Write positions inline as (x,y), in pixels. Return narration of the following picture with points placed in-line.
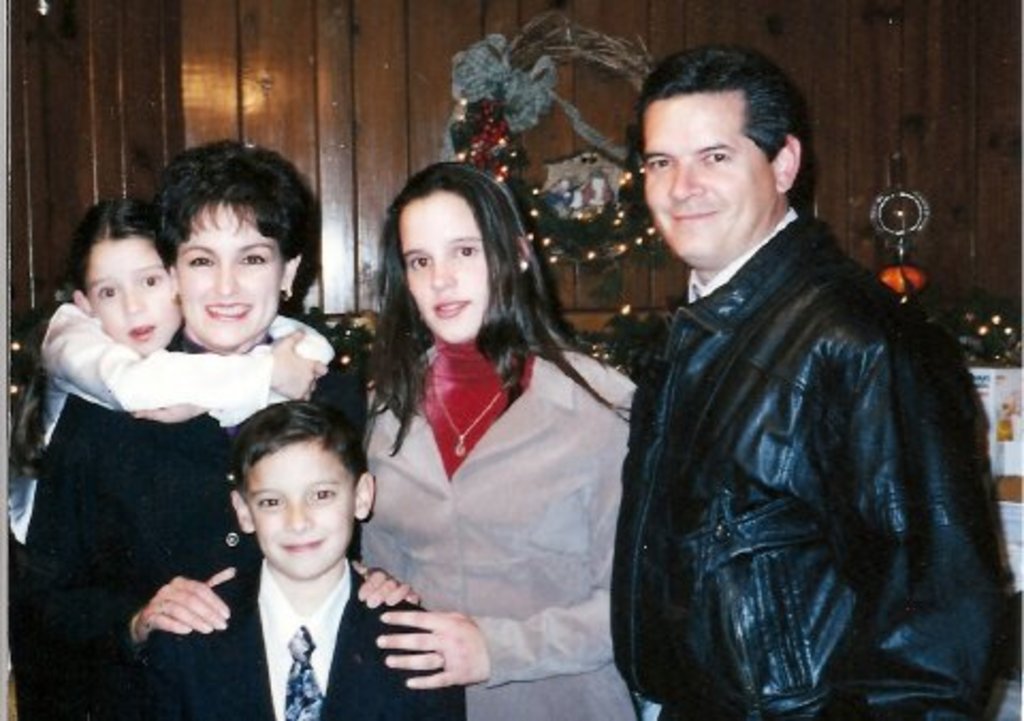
In this picture I can observe five members (520,626). Two of them are women (284,285). Two of them are children (249,506) and the remaining one is a man (713,425). Most of them are smiling. In the background (346,219) I can observe wooden wall (897,66).
